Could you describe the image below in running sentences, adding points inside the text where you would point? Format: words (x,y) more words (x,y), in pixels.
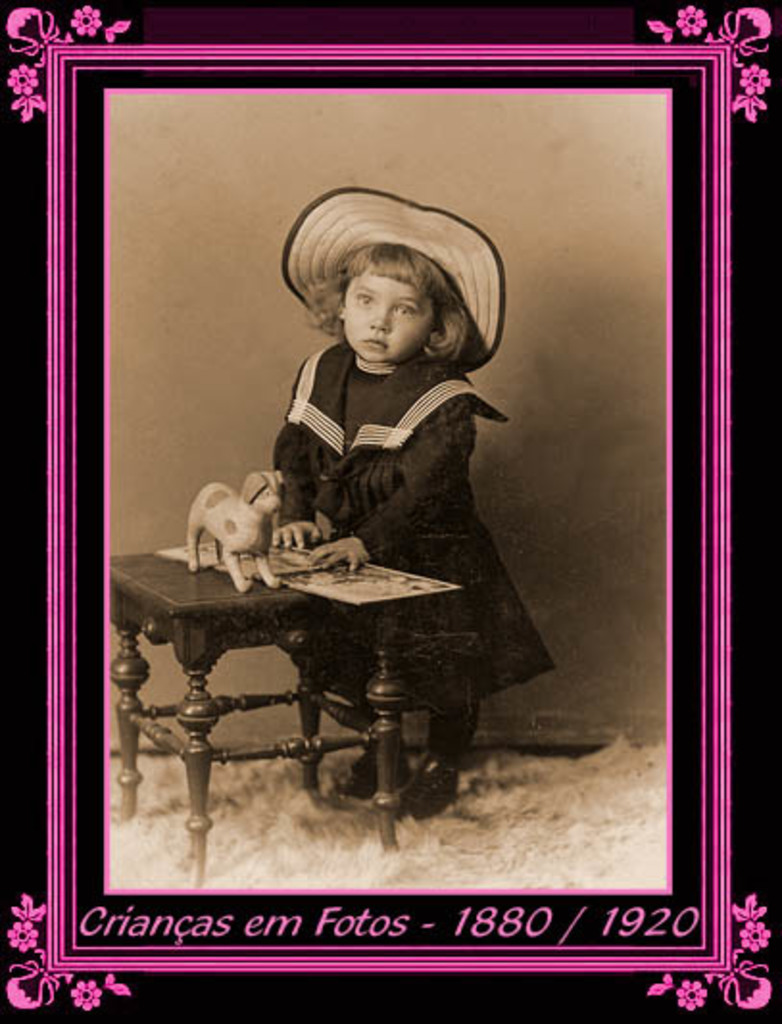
In the picture I can see a photo frame (508,987) which has a kid (454,511) wearing hat (462,261) is standing and placed her hands (339,541) on a table (222,598) which has few other objects (254,567) on it and there is something written below the picture.
